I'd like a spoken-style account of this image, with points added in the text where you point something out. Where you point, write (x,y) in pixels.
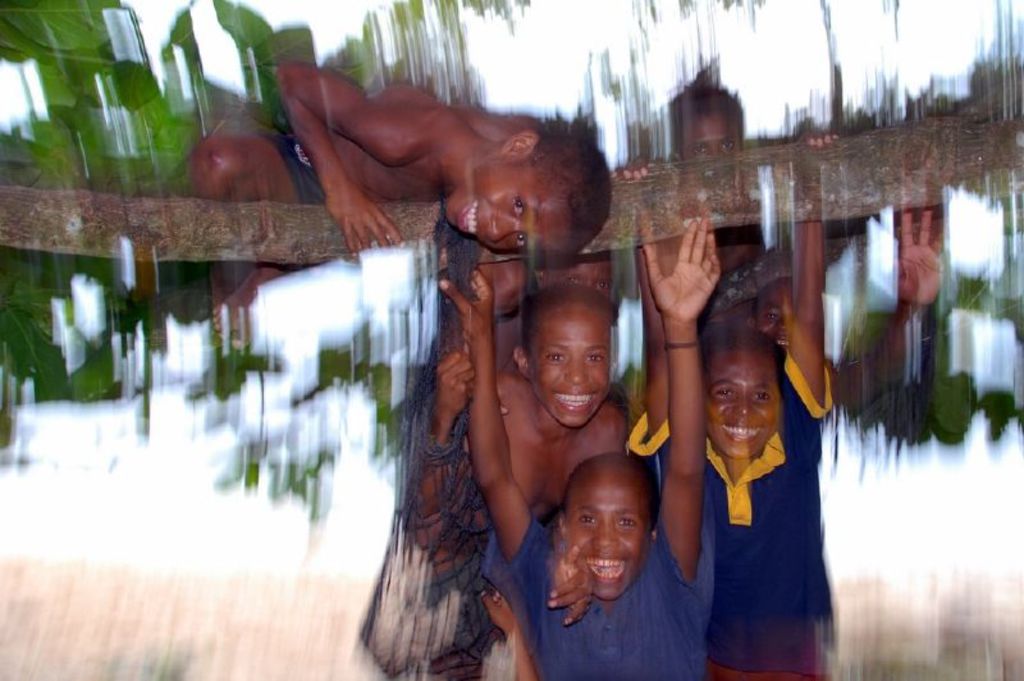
In this image I can see group of people (549,391) and I can see few people (299,144) are holding the trunk (419,208) and I can see the blurred background (471,75).
